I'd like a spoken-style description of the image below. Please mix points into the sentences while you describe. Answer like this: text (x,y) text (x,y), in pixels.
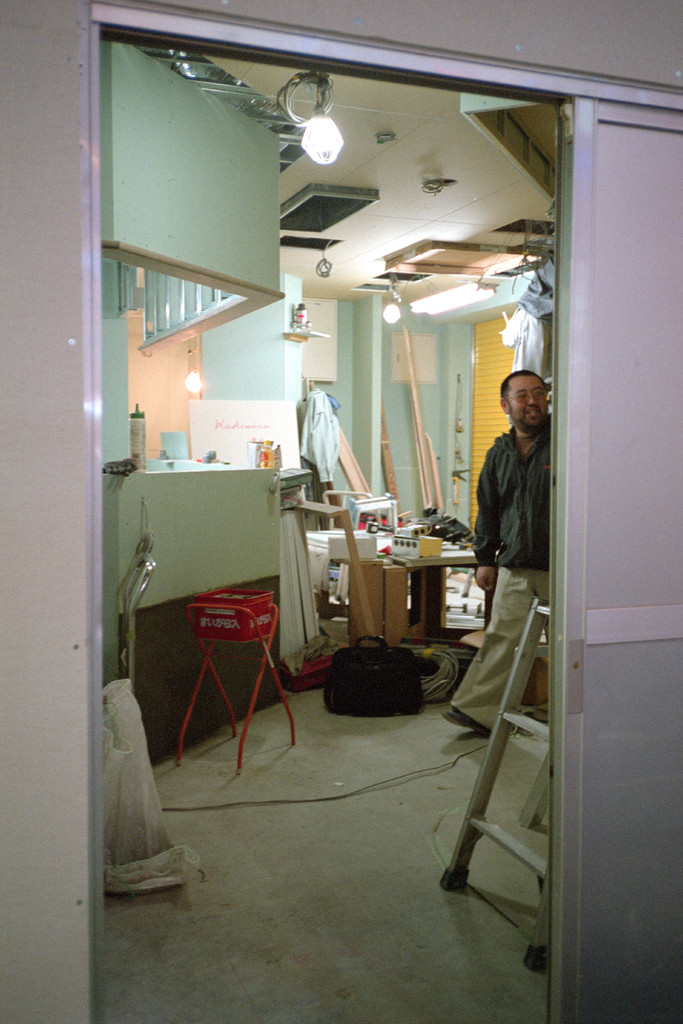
There is a person (486,580) walking. Near to him there is a ladder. There is a stand (260,639) with a box (236,624) on that. In the back (326,521) there are many items (296,461). On the ceiling (296,194) there are lights (464,292).
